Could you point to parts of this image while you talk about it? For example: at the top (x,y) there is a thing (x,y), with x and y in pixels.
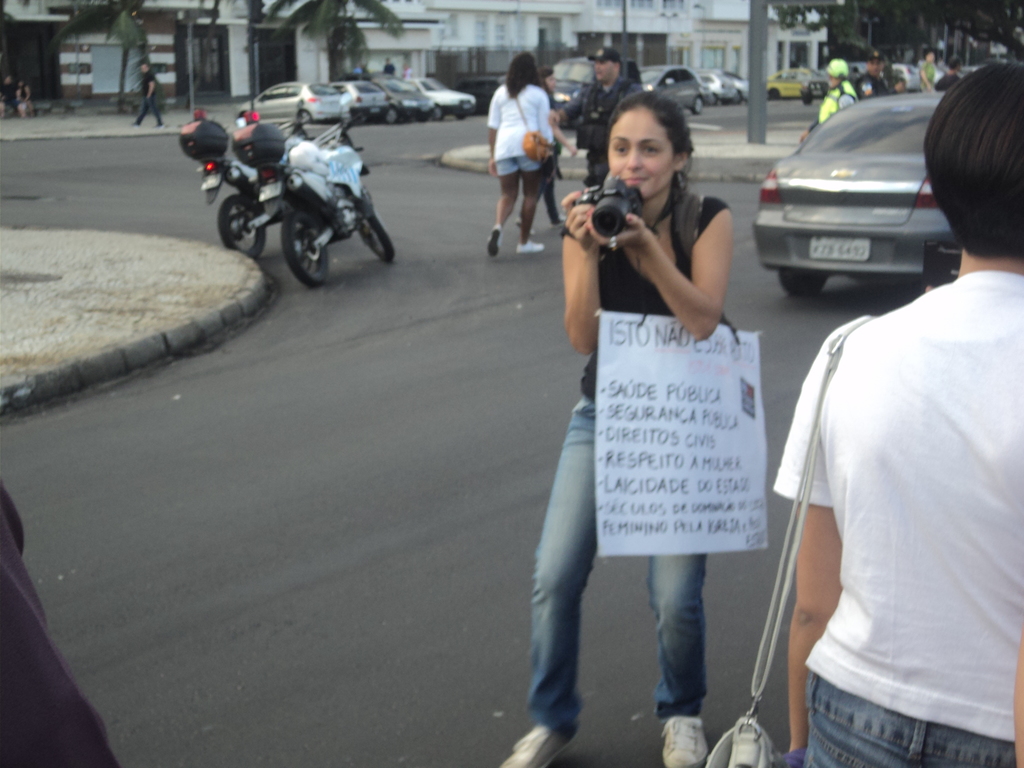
Front this woman (650,313) is holding a camera (620,194) and wore a poster (709,384). Background (788,90) we can see vehicles (879,161), buildings (705,32), trees (322,2) and pole (764,117).
